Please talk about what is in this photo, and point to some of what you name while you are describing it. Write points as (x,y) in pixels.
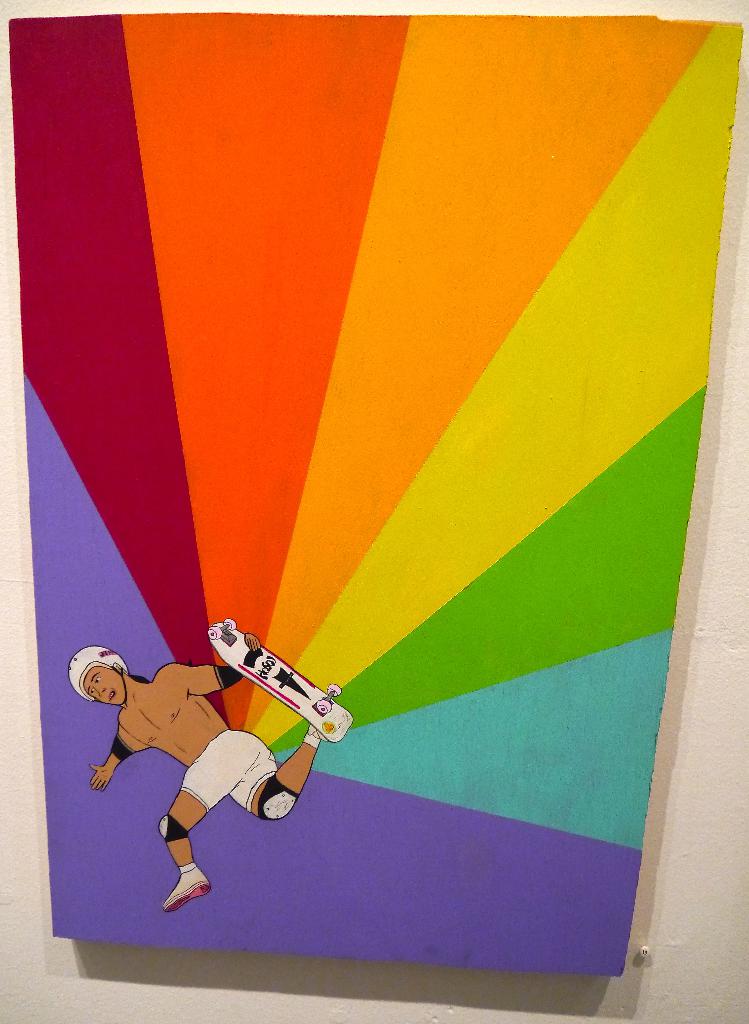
In this image we can see painting (176,691) of a person (224,679) holding a skateboard (306,683) in his hand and a design (286,382) on the board (306,580) on the wall (458,1010).
